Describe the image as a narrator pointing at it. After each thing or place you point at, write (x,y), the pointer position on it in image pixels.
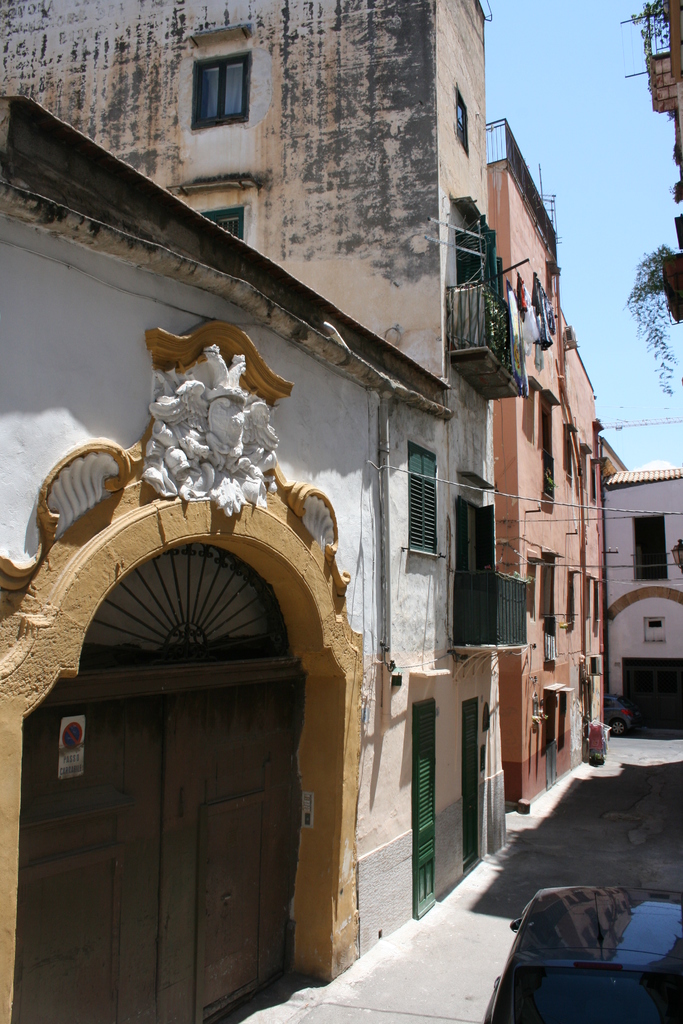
In this picture we can see few buildings (559,508), cables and vehicles (622,709), on the left side of the image (78,748) we can see a poster (81,746) on the door (49,749).
